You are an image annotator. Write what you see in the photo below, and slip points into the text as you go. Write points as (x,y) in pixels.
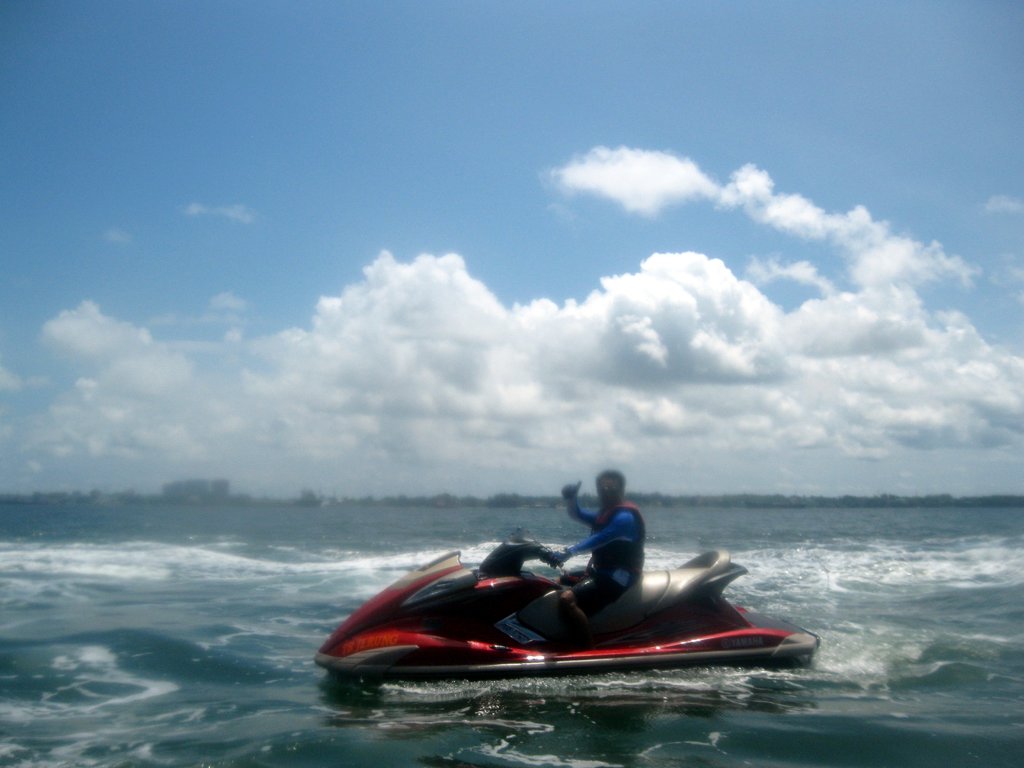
There is a person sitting on boat (521,618) and we can see boat (661,650) above the water (270,518). In the background (397,438) we can see sky (281,278) is cloudy.
